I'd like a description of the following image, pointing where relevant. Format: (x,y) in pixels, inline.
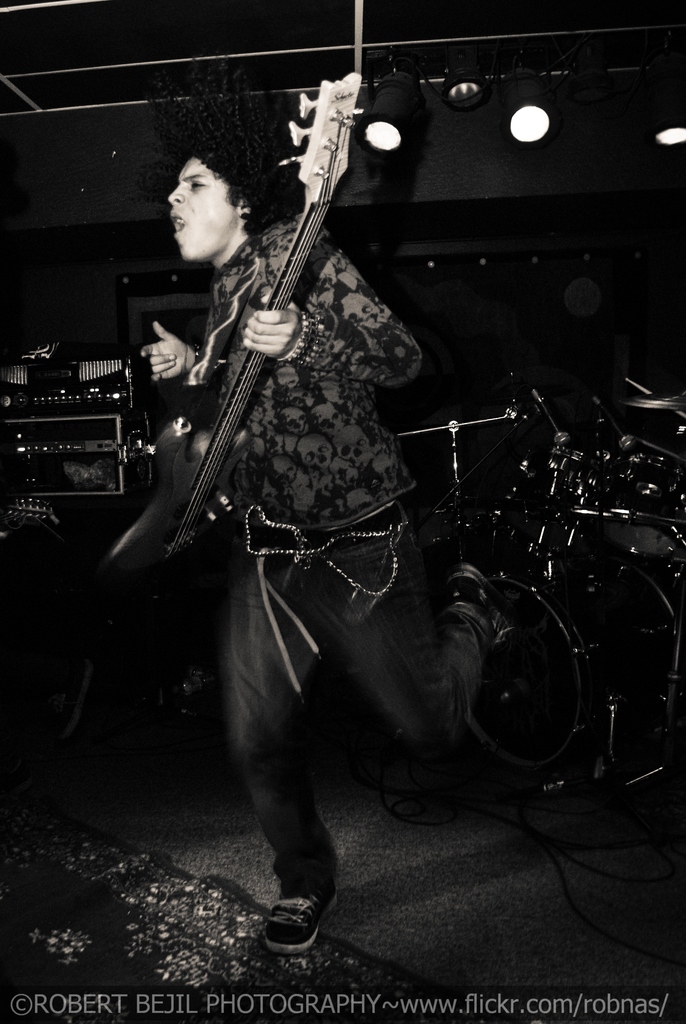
In this image we can see a person (349,460) holding a guitar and on the right side of the image (630,535) we can see some musical instruments (625,542) like drums (630,574), in the background (542,126) there are some lights (545,108) here.
